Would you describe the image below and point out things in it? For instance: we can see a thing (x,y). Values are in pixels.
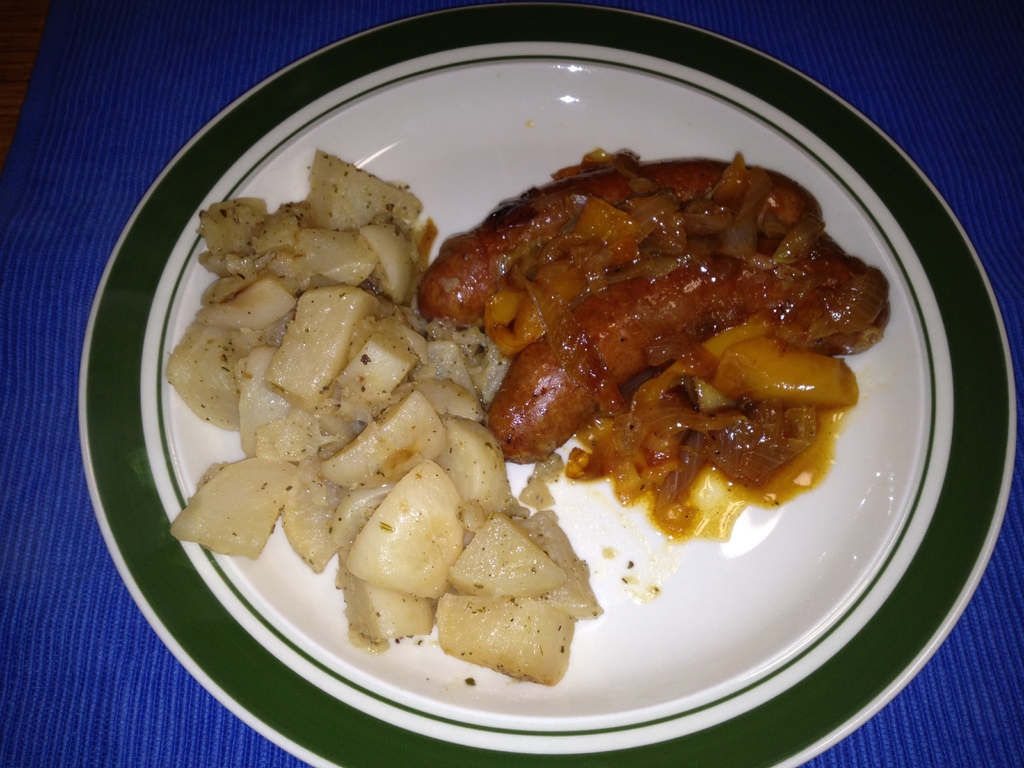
In this image we can see the plate (353,139) on the cloth (136,125) and there are some food items (501,371) in the plate (763,563).
